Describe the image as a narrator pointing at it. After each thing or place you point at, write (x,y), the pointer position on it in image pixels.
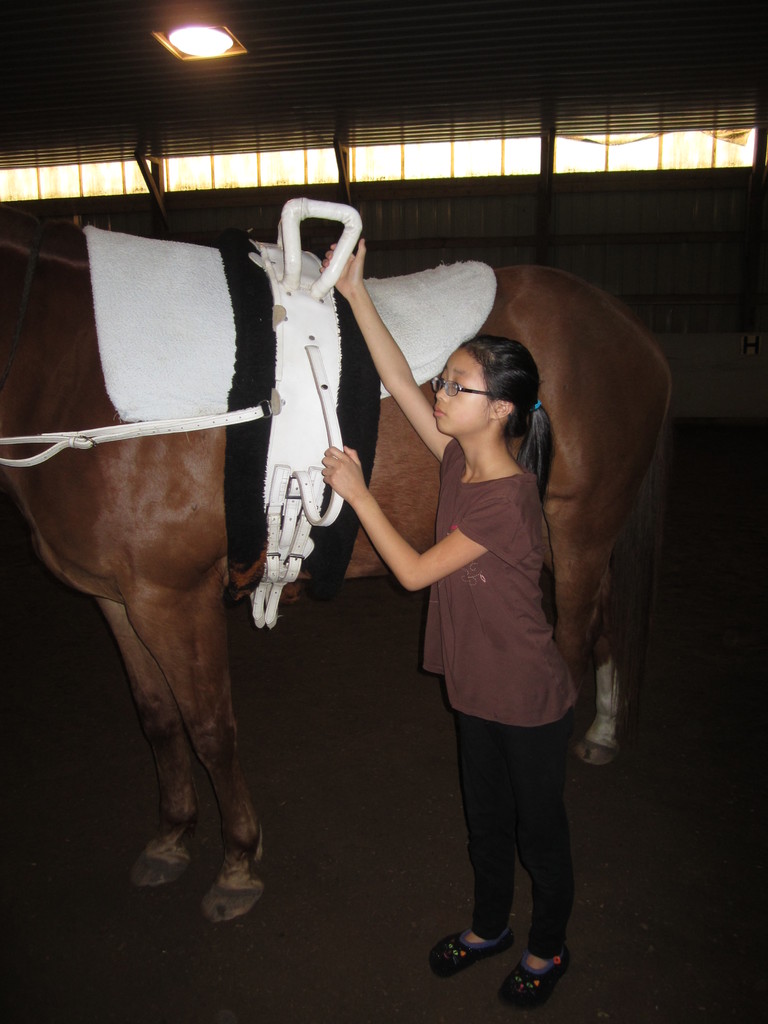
In this image we can see a girl (488,945) on the right side (546,954) and she is putting a strap (317,305) on a horse (256,287) which is in the center (364,568). This is a roof (144,41) with lighting arrangement (189,59).
